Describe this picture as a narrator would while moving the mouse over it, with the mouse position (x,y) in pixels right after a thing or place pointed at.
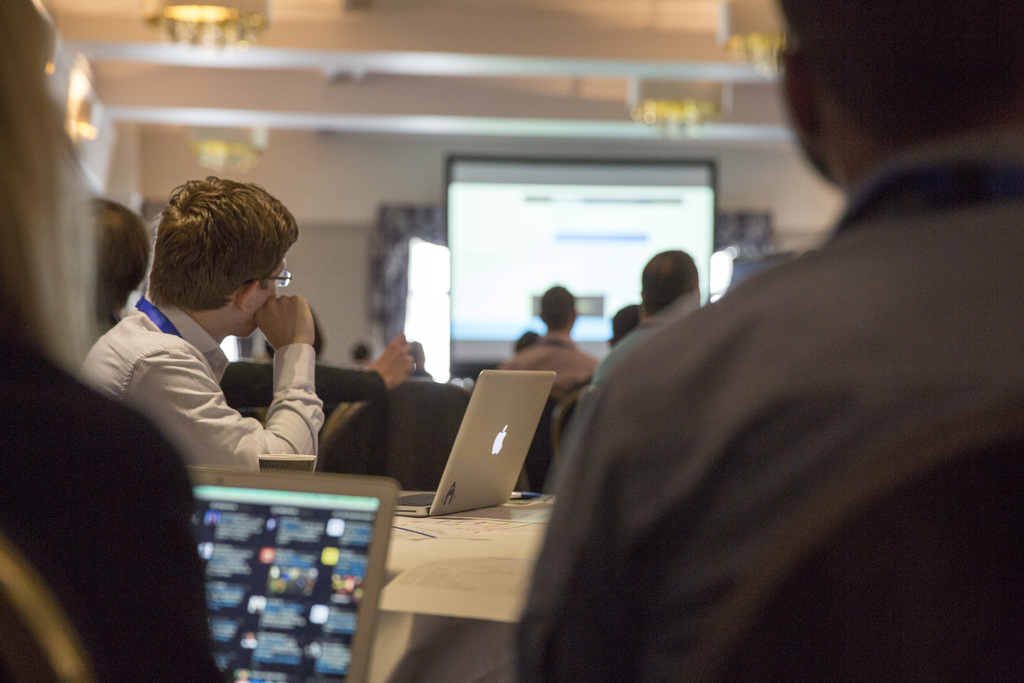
In this image there is a table (487,551) on which there is a laptop (492,460). There are three people (169,369) sitting in the chairs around the table (482,565). In the background (558,255) there is a screen (512,232) in the middle (512,232) and there are people (544,315) in front of it. At the top (424,50) there is ceiling (343,67) with the lights (213,31). On the left side (111,479) there is a woman (72,478) sitting in the chair (14,612) and holding the laptop (293,589).
